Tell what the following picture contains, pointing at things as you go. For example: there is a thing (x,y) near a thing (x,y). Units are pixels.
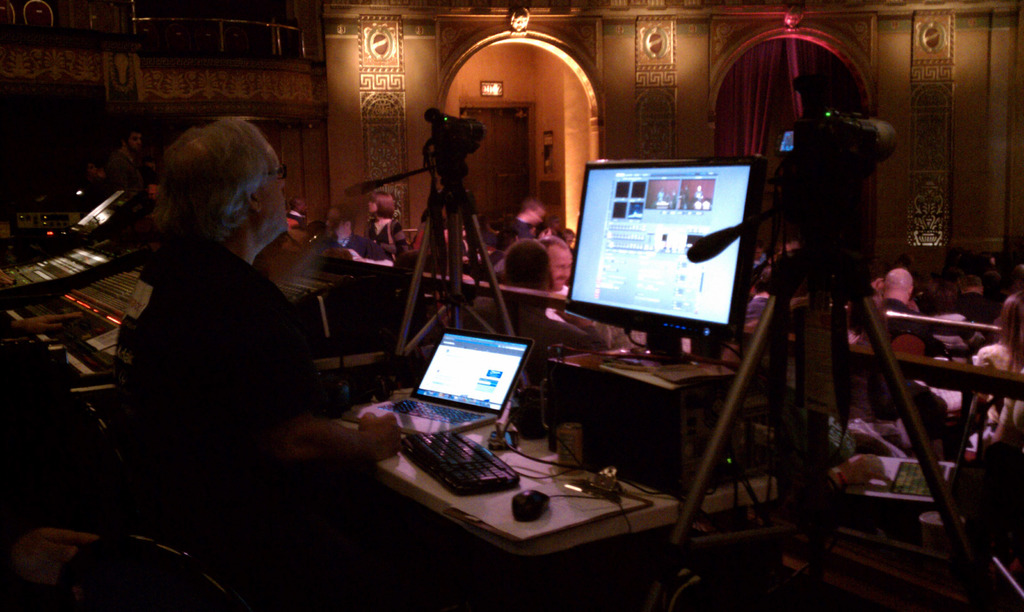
In this image, we can see a person (205,425) sitting on the chair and there are monitors (650,276), a keyboard (493,462) and a mouse (541,509) are on the stands (512,457). In the background (403,197), there are camera stands (794,309) and we can see some other instruments (54,281) and there are people (944,270) and we can see lights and a wall (933,197).
